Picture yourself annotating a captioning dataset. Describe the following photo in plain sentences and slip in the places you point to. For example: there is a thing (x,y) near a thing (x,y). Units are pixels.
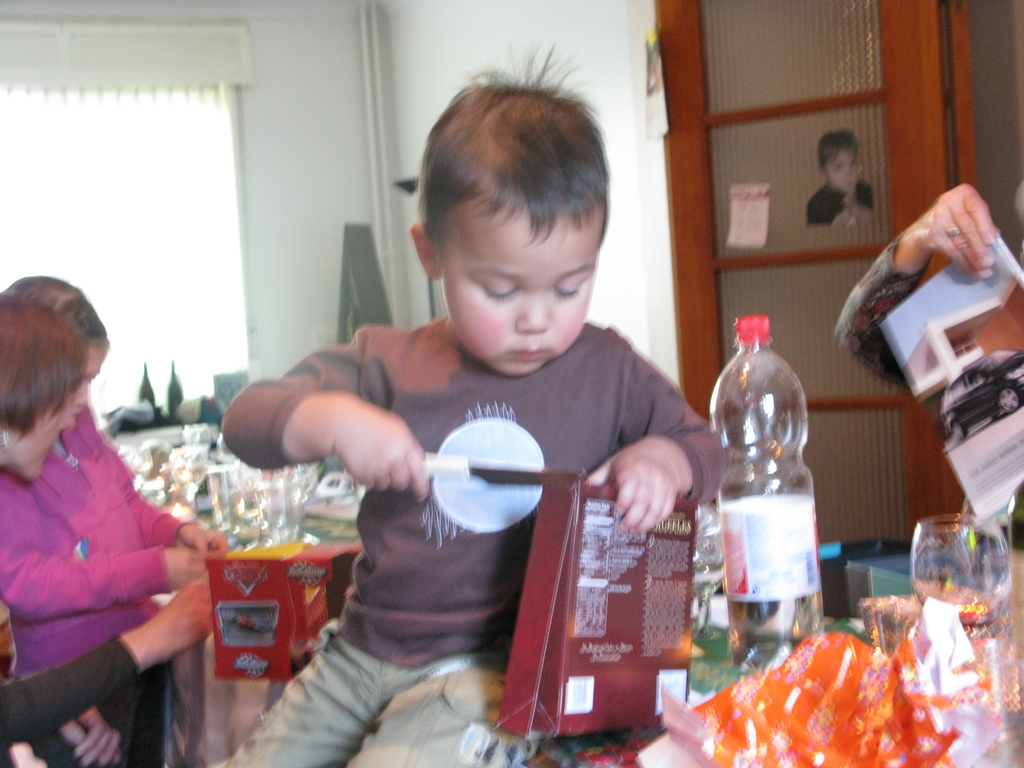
The image is inside the room (651,428). In the image there is a boy (482,527) sitting on table (544,741) and he is also holding knife (441,467) on one hand (403,475) and box (658,641) on another hand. On table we can see water bottle (797,569), glass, papers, on right side (957,217) we can also see a person (981,272) holding something on her hand (975,257). On left side (83,629) there are two people (156,522) in background (251,252) we can see a door (789,211), window (146,184) and a wall (637,71) which is in white color.
